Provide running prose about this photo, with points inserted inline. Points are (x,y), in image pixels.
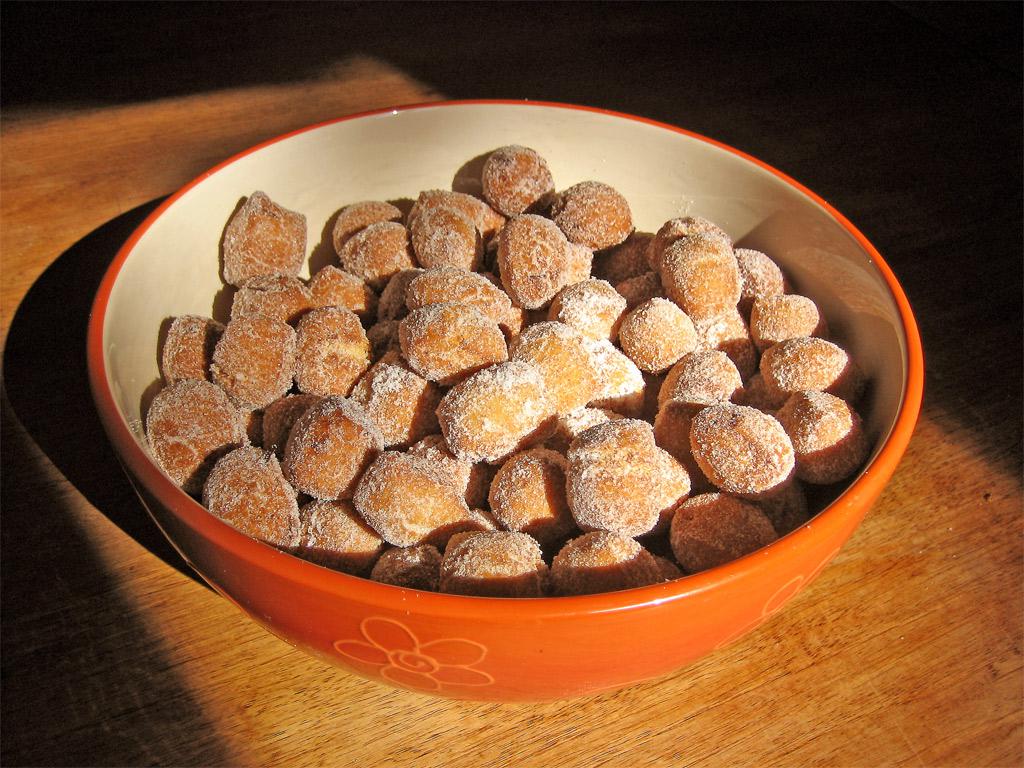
In this picture I can see a food item (599,546) in a bowl (705,196), on the table (860,673).
